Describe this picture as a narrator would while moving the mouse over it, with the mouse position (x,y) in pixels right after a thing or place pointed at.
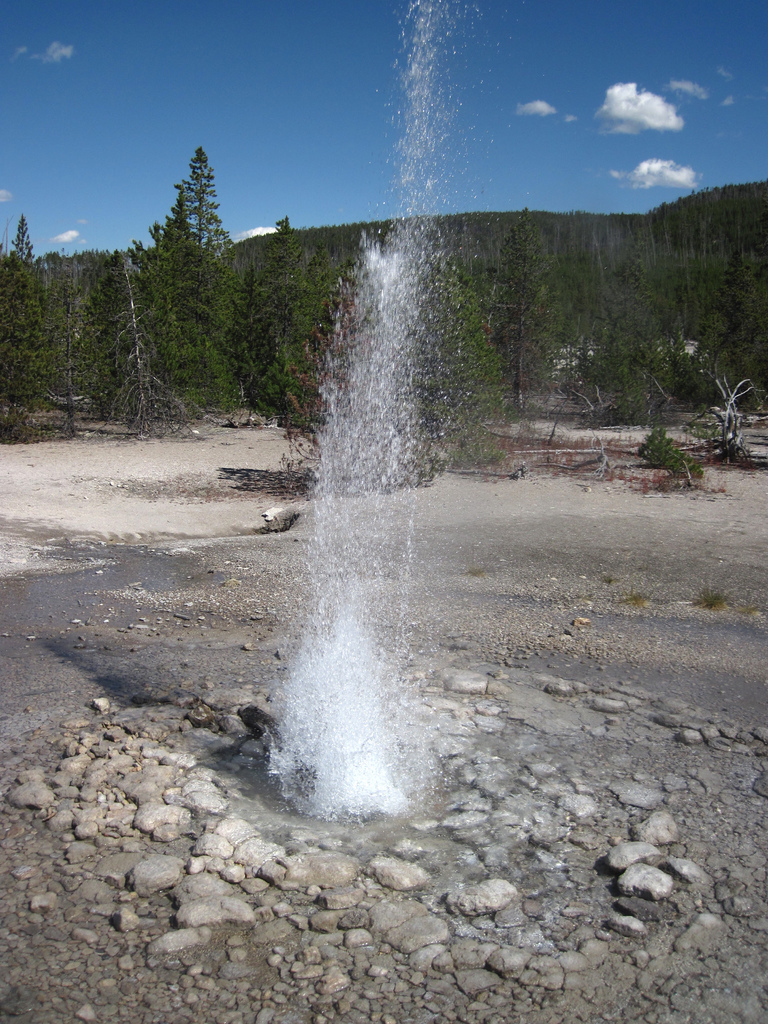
Here we can see water (337,685) and rocks (485,726). Background (764,276) there are trees (15,271). Sky (293,110) is in blue color. These are clouds (629,101).
